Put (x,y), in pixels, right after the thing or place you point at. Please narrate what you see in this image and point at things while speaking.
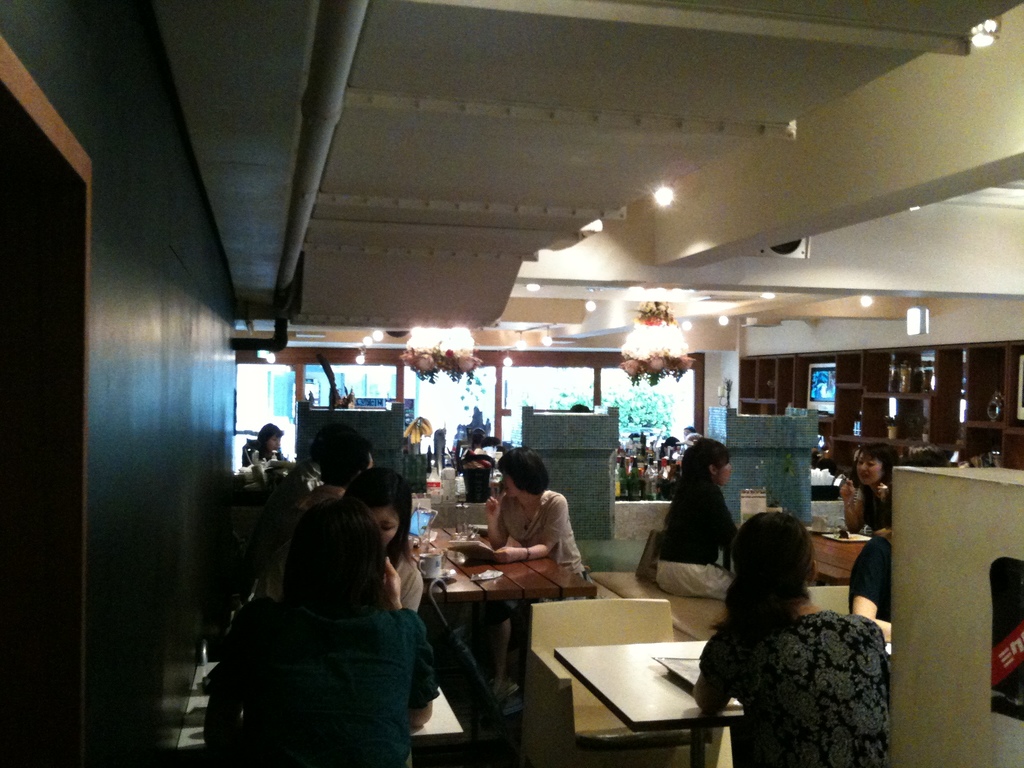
In a room (687,537) there are many people (314,649) sitting on the chairs (573,694). In front of them there are tables (613,670) with menu cards (688,669), cups (435,565), plate (436,576), books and glasses (432,532) on it. Behind them there are 3 podiums (532,423). On the top (667,194) there are lights (660,357). And to the right side (832,361) there is a cupboard (944,420). And there are some window (676,408) with glasses (484,406).
